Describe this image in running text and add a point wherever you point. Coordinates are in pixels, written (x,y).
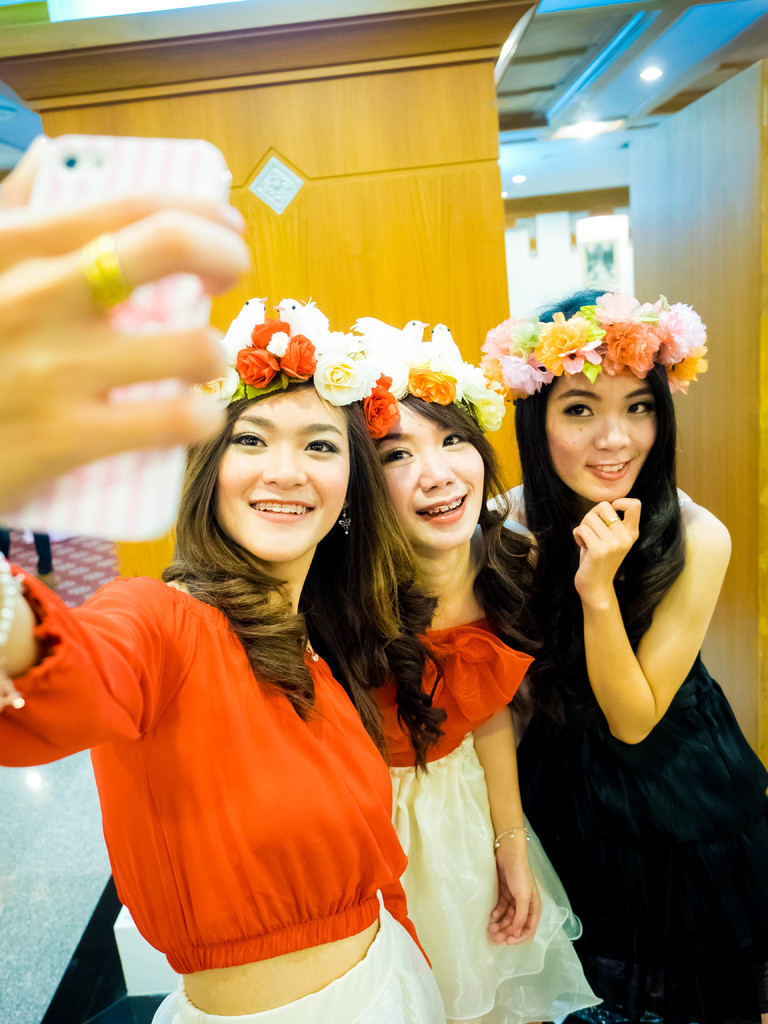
In this image we can see three women (409,769) standing. In that a woman (289,907) is holding a mobile phone (136,472). On the backside (598,83) we can see the walls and some ceiling lights (574,132) to a roof (574,137). On the left side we can see the legs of a person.
